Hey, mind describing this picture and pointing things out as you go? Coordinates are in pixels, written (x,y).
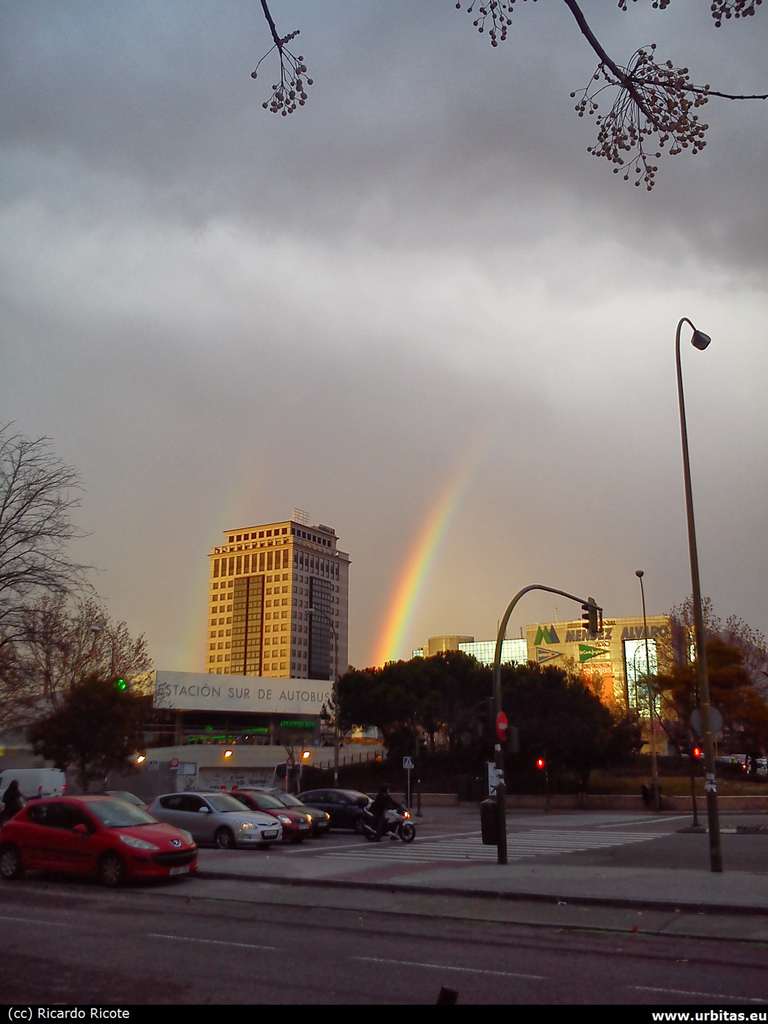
In this image, on the left side (51,837), we can see few cars (337,814) which are placed on the road (39,887). On the left side (89,775), we can see some trees (26,733), plants (122,730). On the right side (525,766), we can see a street light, trees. In the middle of the image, we can see a traffic signal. In the background (359,702), we can see some trees (347,702), lights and a board (222,707), on which some text (245,693) is written on it, building (213,642). In the background (399,654), we can also see a rainbow (422,544). At the top (475,93), we can see a sky (279,250) which is cloudy and a tree stem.
